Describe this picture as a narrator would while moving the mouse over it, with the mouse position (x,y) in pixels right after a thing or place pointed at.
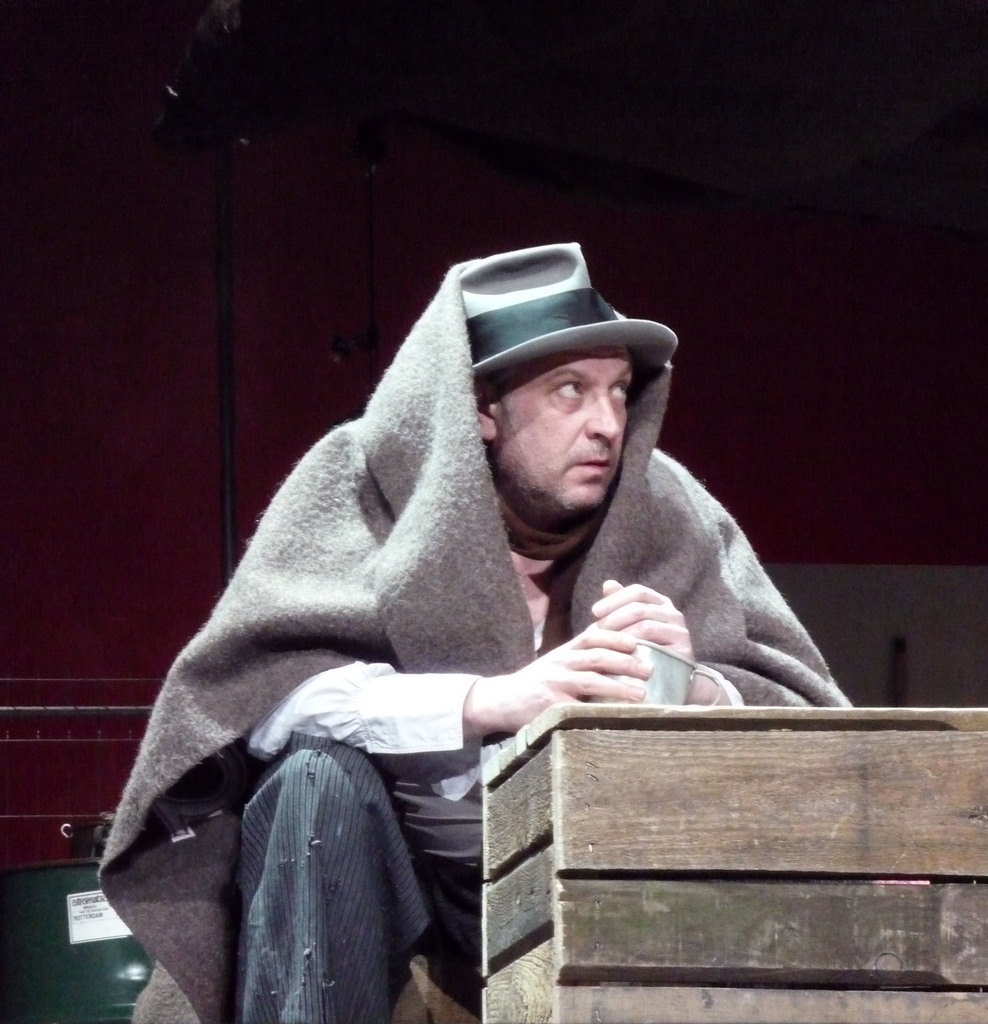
In this image, in the middle (592,499), we can see a man (620,464) covering with a blanket (619,575) and holding something in his hand (639,666) is in front of the table (688,820). In the background (743,183), we can see some instruments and red color. On the left side (122,1016) corner, we can also see green color instruments (117,1018).
